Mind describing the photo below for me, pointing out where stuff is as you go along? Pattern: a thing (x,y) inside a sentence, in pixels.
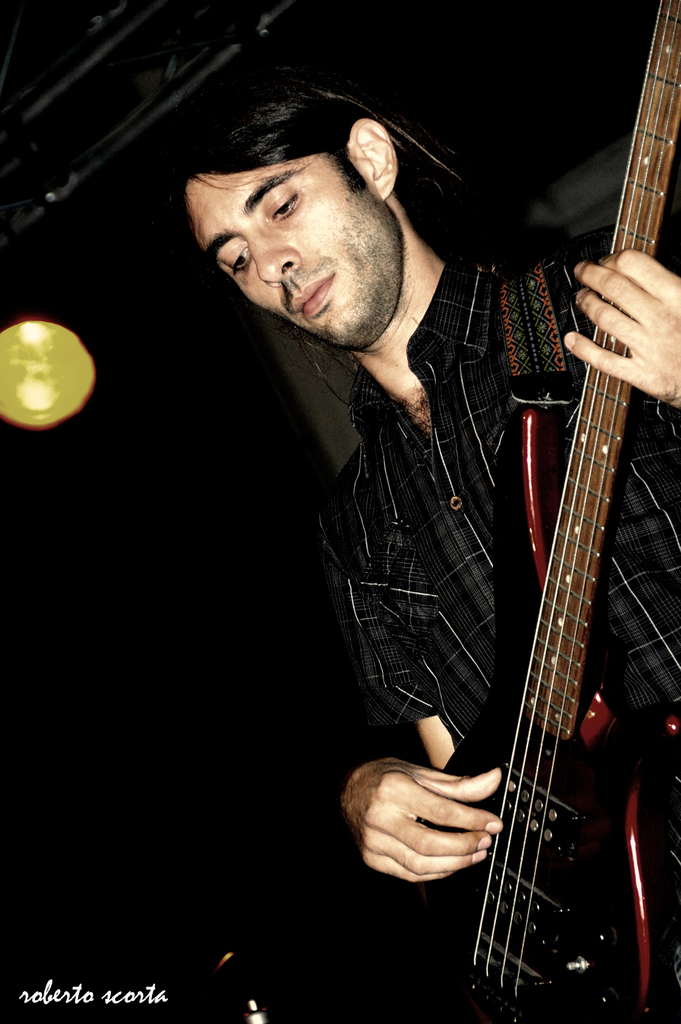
In the image we can see a person (421,546) holding guitar (459,763) in his hand (350,774). There is the water mark (87,999) and the lights (24,334).
